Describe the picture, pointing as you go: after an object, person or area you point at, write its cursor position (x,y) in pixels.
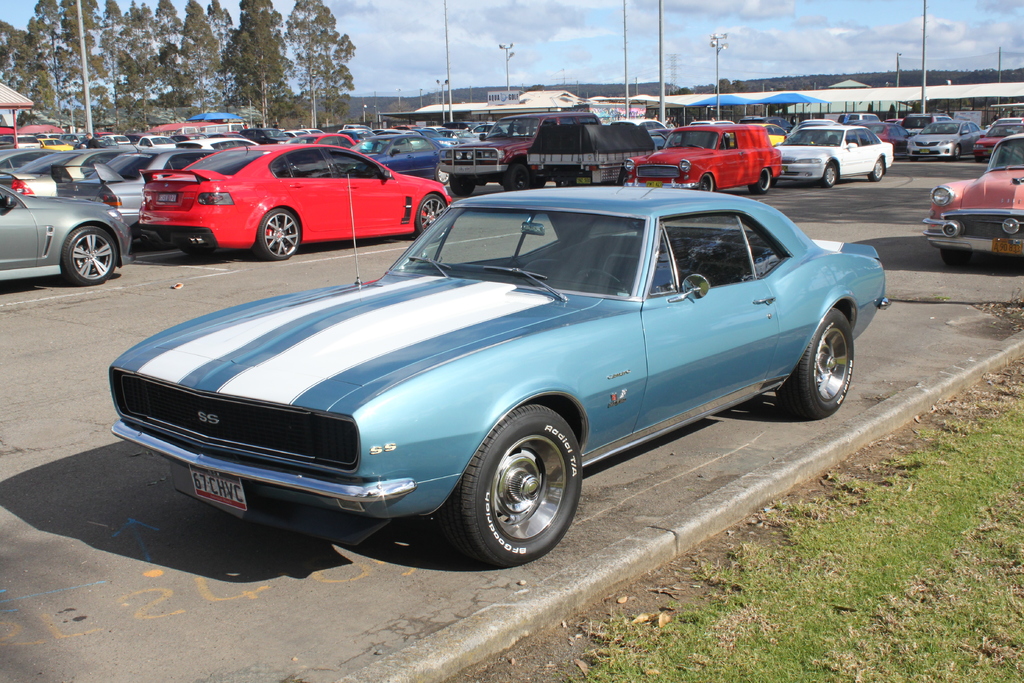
In this image in the center (675,278) there are some vehicles (415,192), and in the background (909,106) there are shelters (776,98), poles (924,102), lights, trees (37,96), building (502,95). At the top (700,37) there is sky (471,63), and at the bottom (280,554) there is road (700,455) and grass (734,574).
